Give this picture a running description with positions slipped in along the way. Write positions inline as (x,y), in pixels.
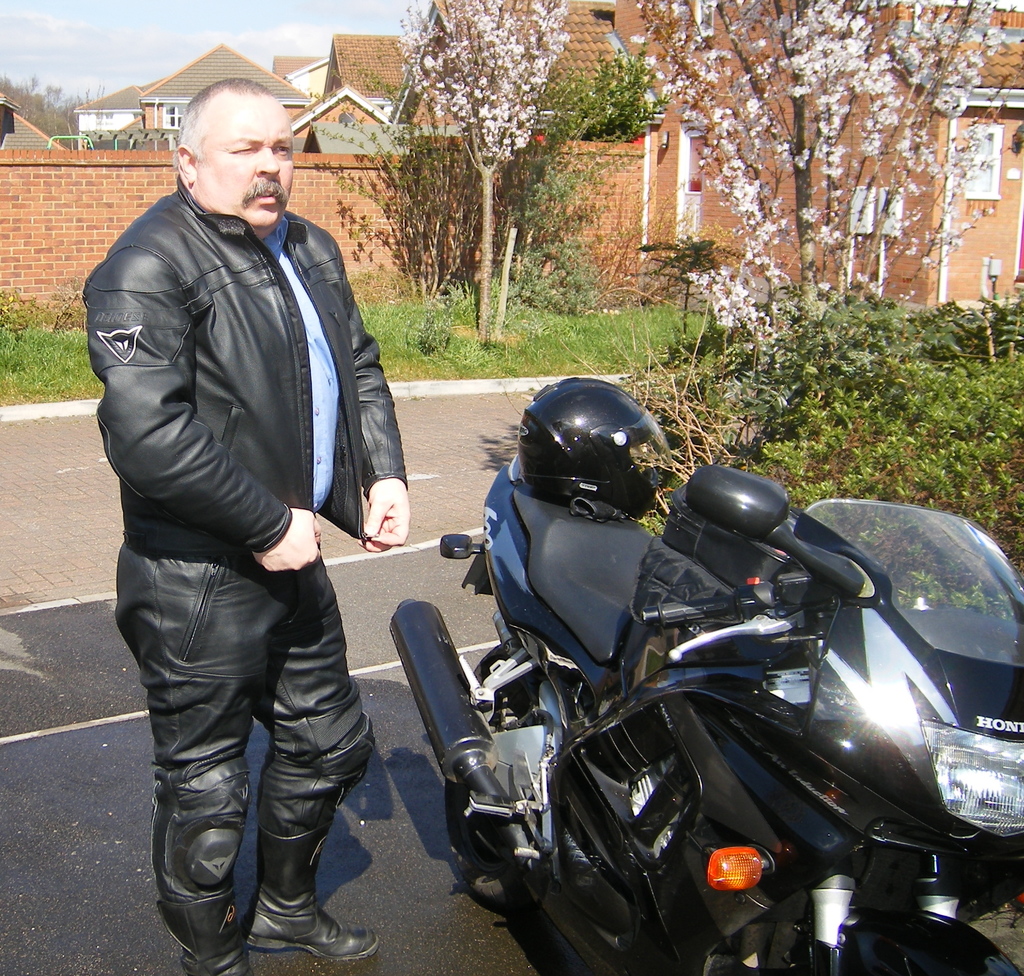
On the left side of this image (248,568) I can see a man (231,422) wearing black color jacket (183,463), standing on the road (418,919). In front of this man (262,427) there is a bike (753,727). On both sides of the road (434,913), I can see the grass (627,357) and the plants (726,394). In the background (658,103) there are some trees (510,103) and the houses (279,73). At the top (125,16) I can see the sky (125,14).
